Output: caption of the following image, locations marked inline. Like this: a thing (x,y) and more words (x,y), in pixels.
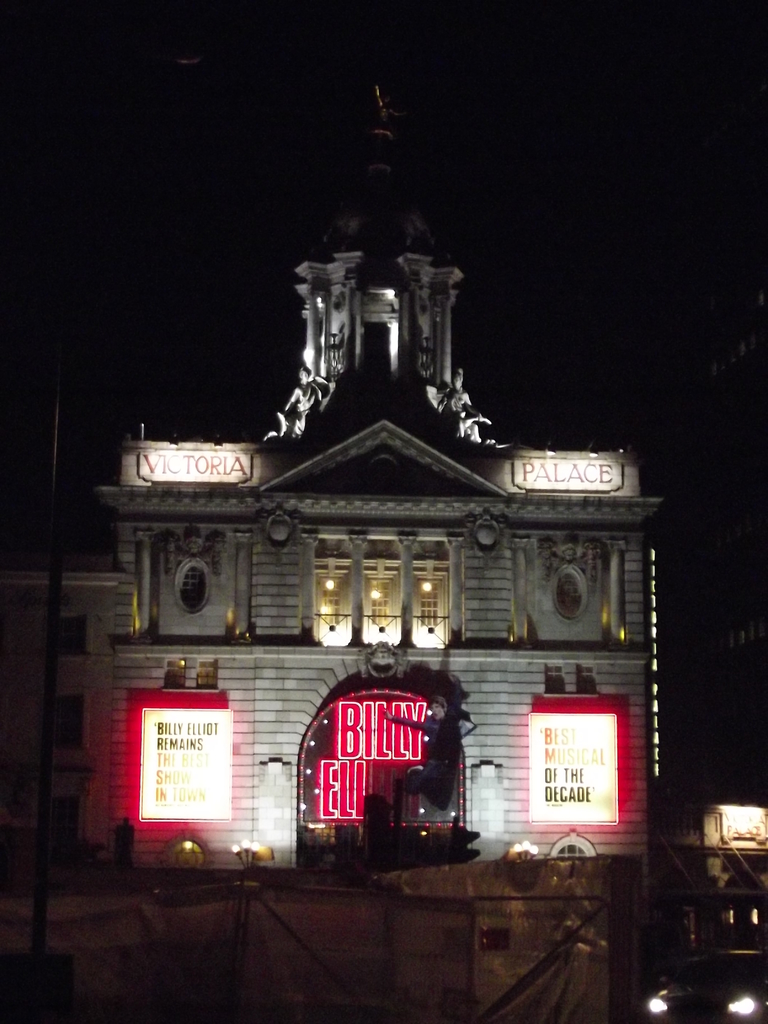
in the foreground (263,903) we can see car (685,973) and other object (304,924) like a tent (548,916). In the center of the picture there is a sculpture (437,723). In the background (374,562) there is a building (517,669), on the building (338,604) there are boards (167,477) and text (402,708) and lights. The background (107,204) is dark.
